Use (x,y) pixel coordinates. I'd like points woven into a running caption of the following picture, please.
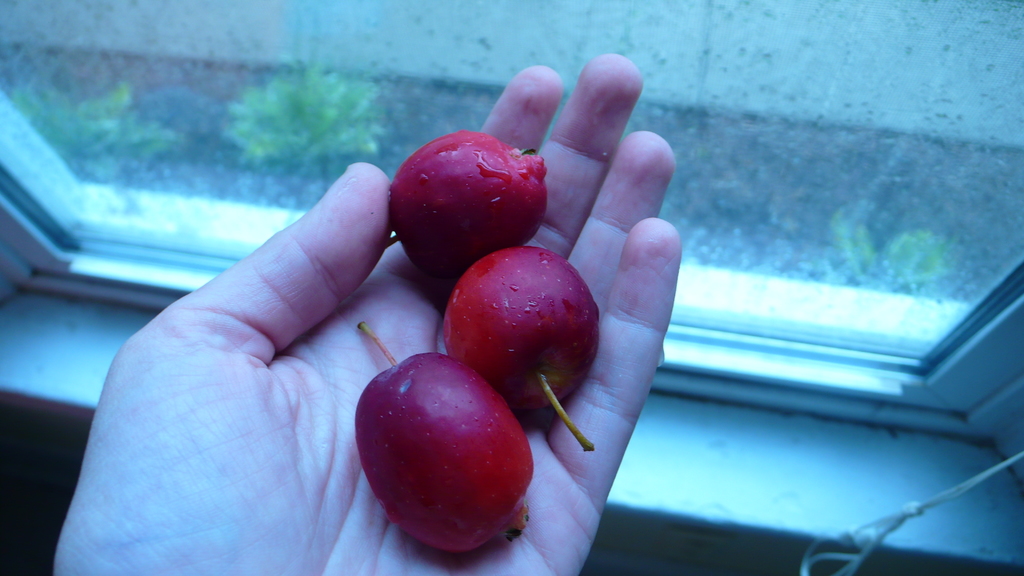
In this image, we can see fruits (455,367) on the hand (265,497) which is in front of the window (867,126).
